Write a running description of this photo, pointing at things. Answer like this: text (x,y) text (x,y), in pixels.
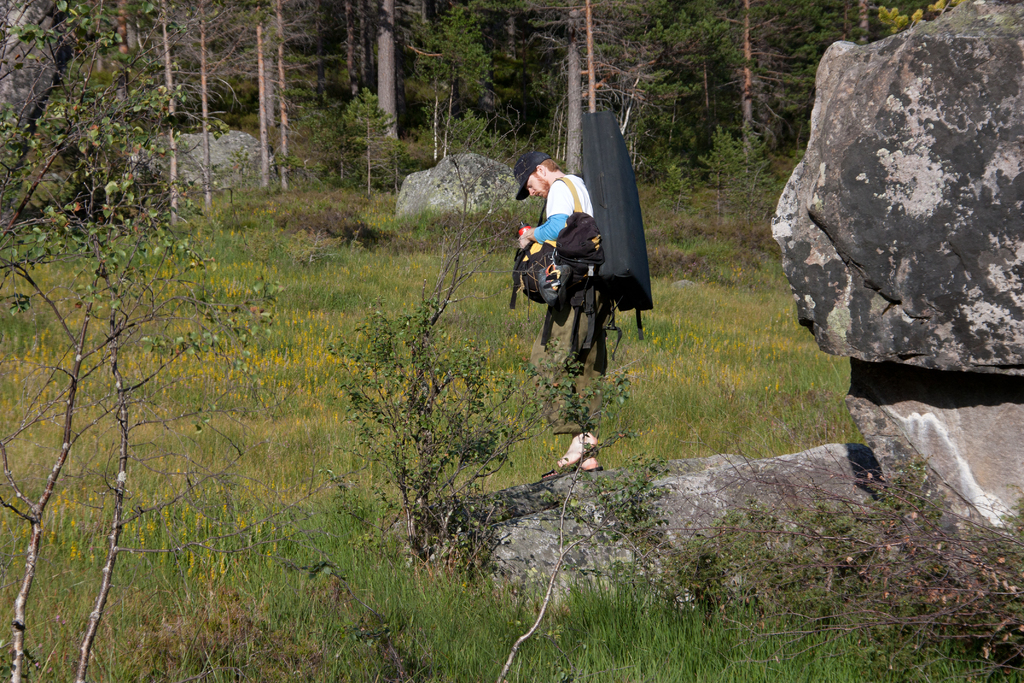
In this image, I can see a person (563,324) standing and holding the bags (575,283). This is the grass (725,388). I can see the trees (244,120) with branches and leaves (717,60). These are the rocks (833,334).
